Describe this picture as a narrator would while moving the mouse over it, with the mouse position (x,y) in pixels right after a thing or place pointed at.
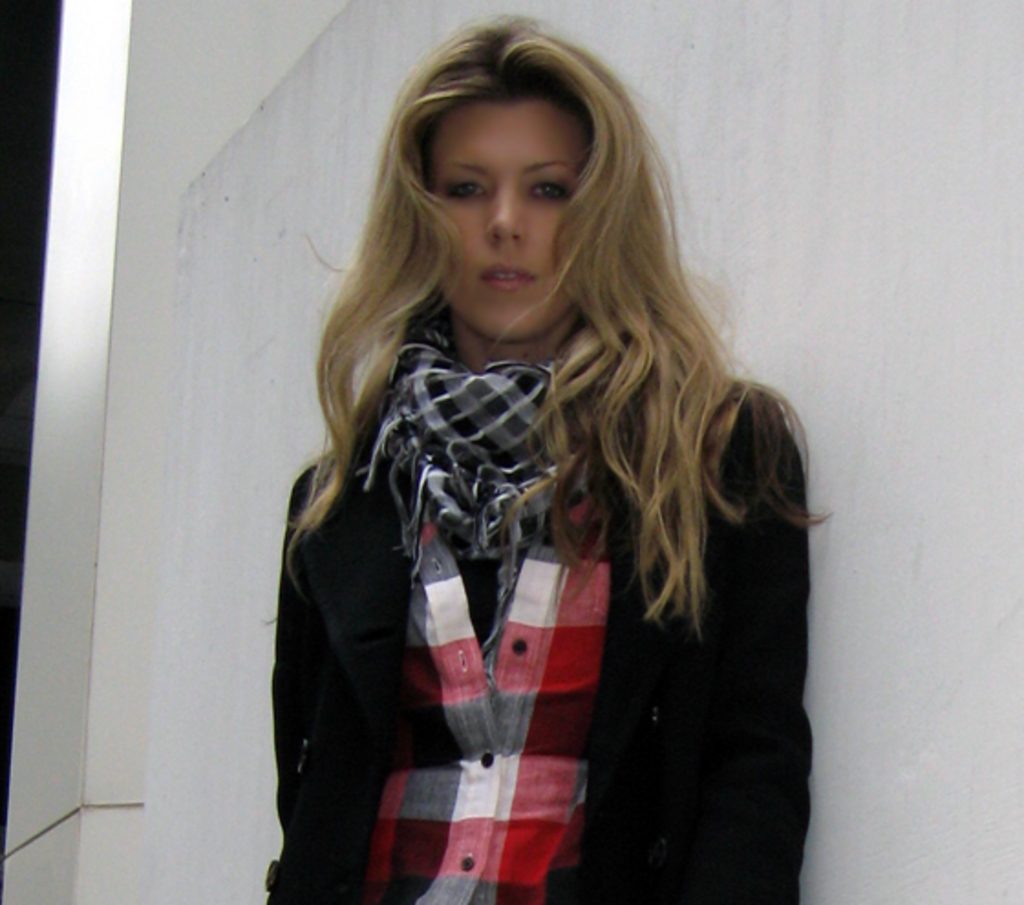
In this picture, we see the woman (412,642) in black jacket (663,681) and the black and white scarf (488,408) is standing and she is posing for the photo. In the background (337,114), we see a white wall (822,344).
